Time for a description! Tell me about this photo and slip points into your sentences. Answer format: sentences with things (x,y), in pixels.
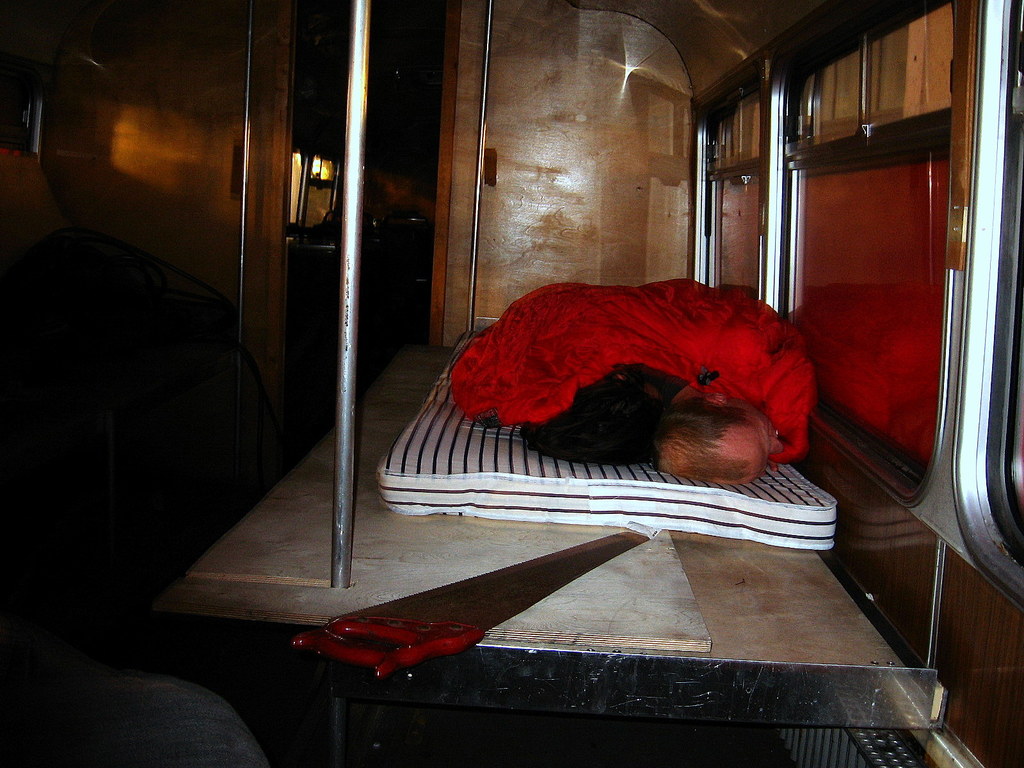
It seems to be an inside view of a vehicle (10,424). On the right side (866,267) there are few windows (908,327). Beside the windows (857,313) two persons (606,430) are laying on a bed (530,483) which is placed on a wooden plank (629,556) and also there is a hand saw (445,604). On the left side (340,335) there are few metal stands (478,234). In the background (304,264), I can see few objects (304,208) in the dark.
